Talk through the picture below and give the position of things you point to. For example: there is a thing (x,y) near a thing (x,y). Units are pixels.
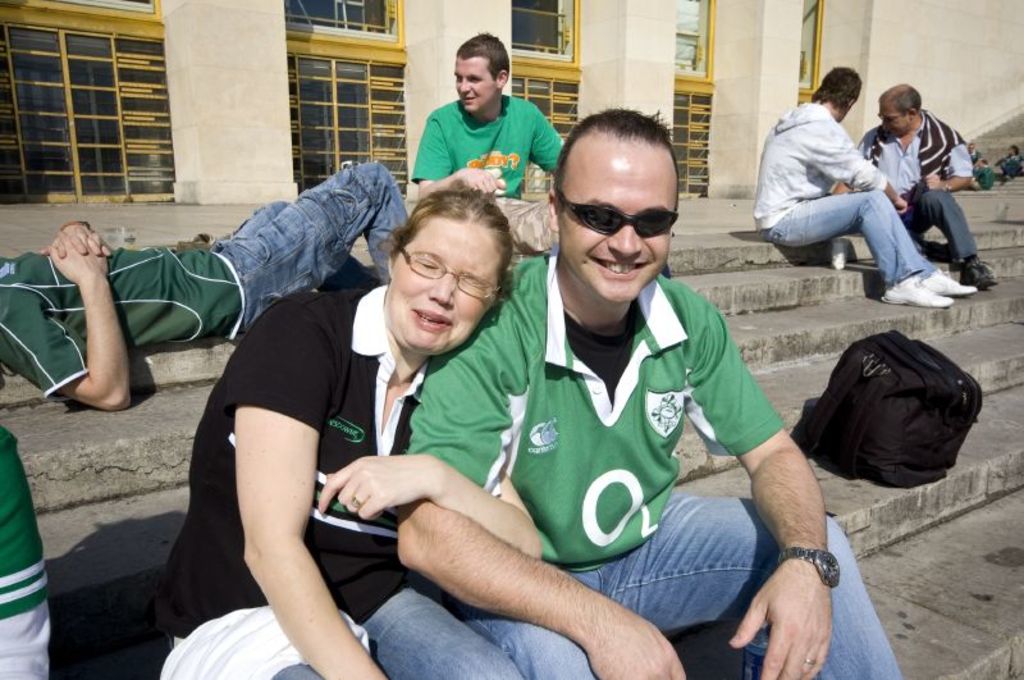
In this image I can see some people (573,338) are sitting. On the left side (130,292) I can see a person (171,278) lying. In the background (366,98), I can see the windows (371,69).
